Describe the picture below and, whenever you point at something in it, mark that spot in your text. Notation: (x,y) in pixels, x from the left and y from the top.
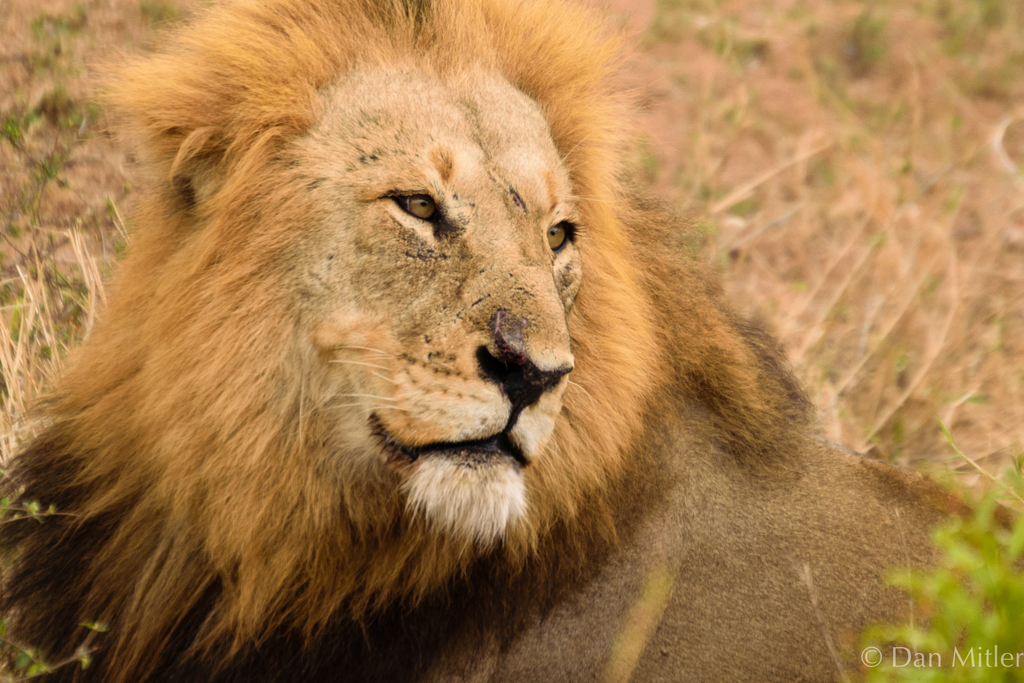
In this image we can see a lion (488,422). Behind the lion (645,197) we can see few plants (61,278). In the bottom right (954,540) we can see few leaves (936,624) and some text (873,646).
